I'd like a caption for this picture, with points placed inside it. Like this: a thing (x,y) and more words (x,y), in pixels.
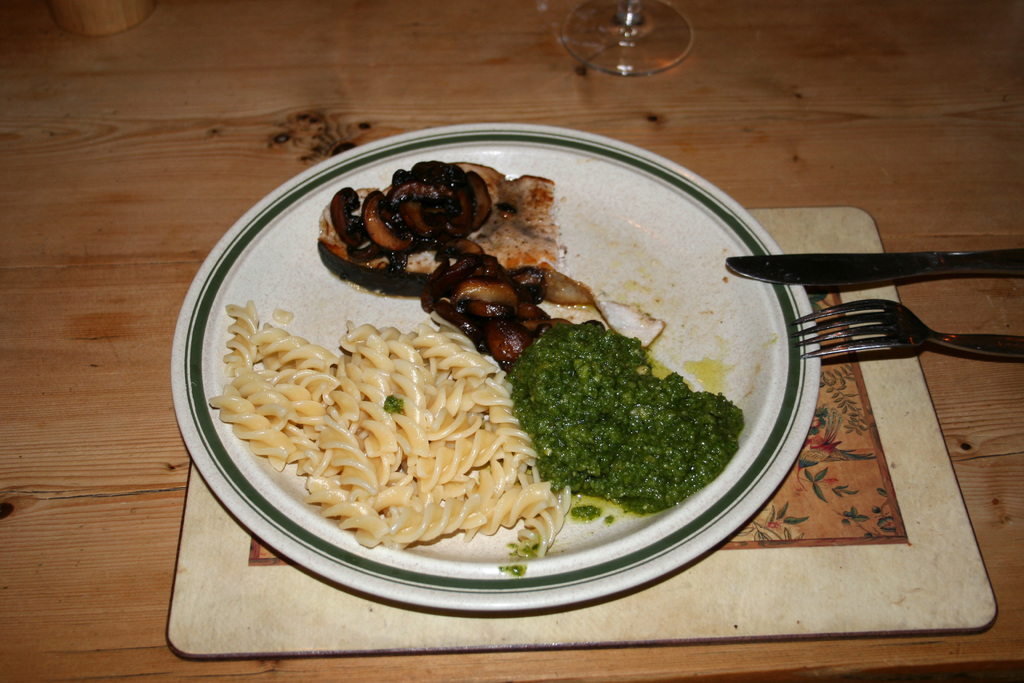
There is a plate (407,302), which contains food items (550,401) in it, which is placed on a wooden object (933,322), there is a knife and a fork (847,305) on the right side (796,283) and a glass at the top side (634,1).
